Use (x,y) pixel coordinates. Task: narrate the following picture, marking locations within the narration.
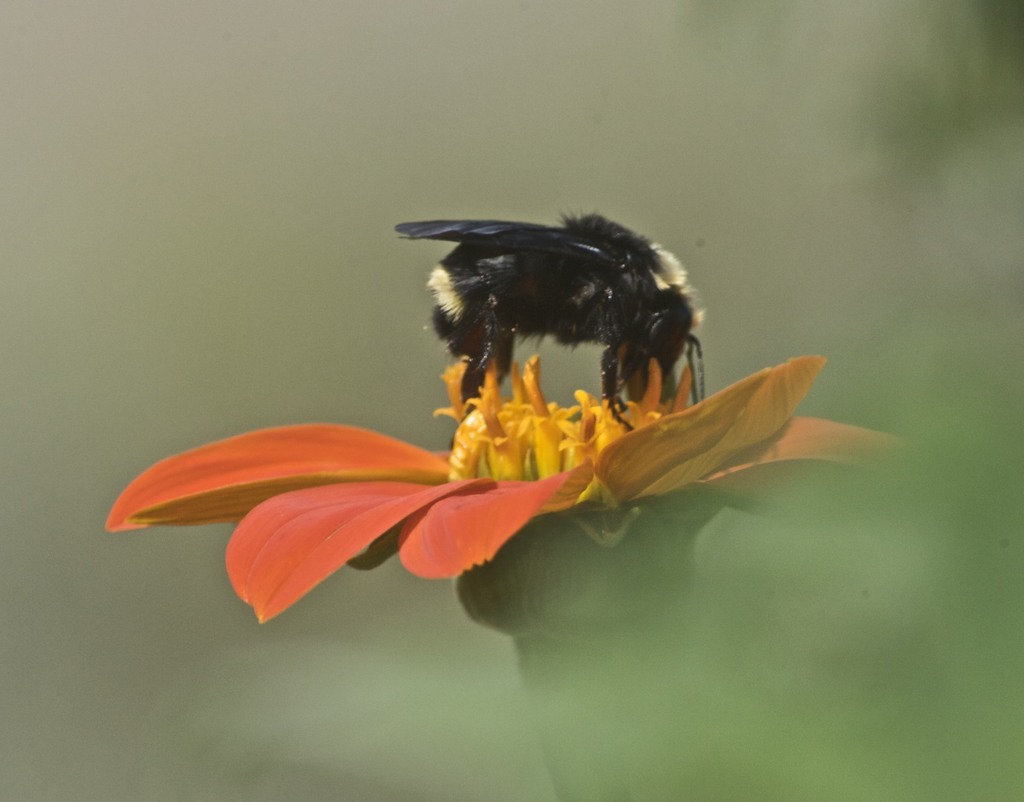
In the image we can see a flower (428,511), red and yellow in color. On the flower (539,390) there is an insect (518,289), the insect (555,300) is black and white in color. The background (99,312) is blurred.
